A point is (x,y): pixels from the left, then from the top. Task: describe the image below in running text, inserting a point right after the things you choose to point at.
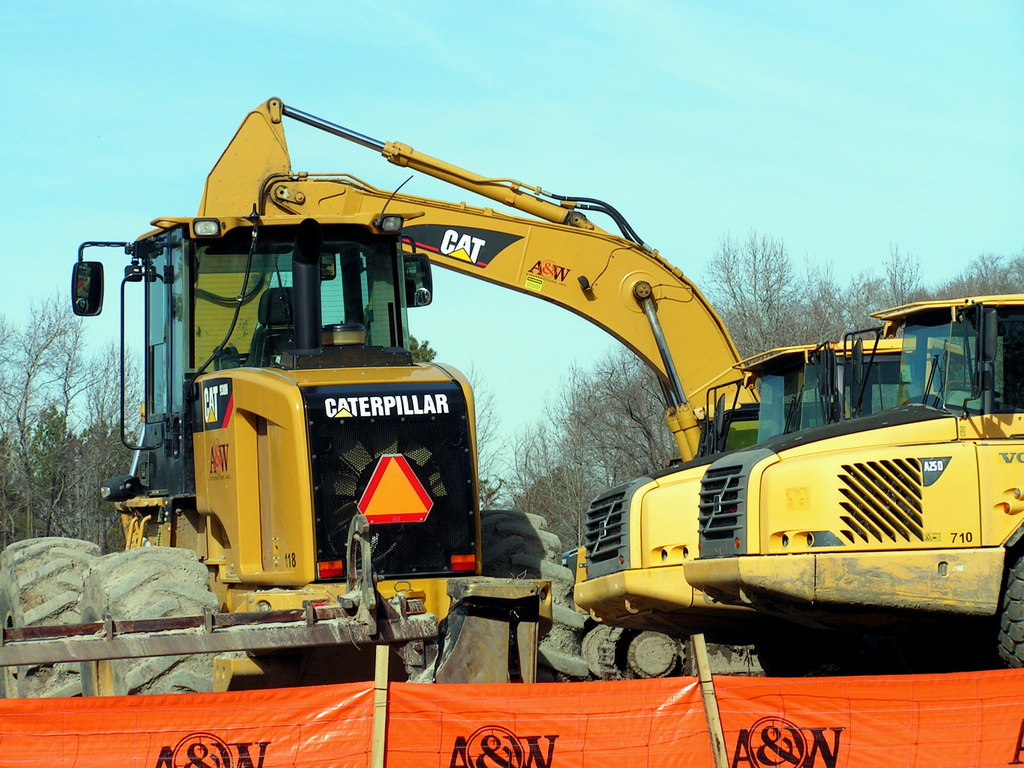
In this image i see an orange colored cover fencing (122,748) and on which it is written as "A&W". In the background (259,666) I see 4 vehicles (1005,296), which are of yellow and black in color and one of the vehicle (255,406) it is written as "Caterpillar and Cat" and there are lot of trees (10,504) and the sky (92,6) is blue.
